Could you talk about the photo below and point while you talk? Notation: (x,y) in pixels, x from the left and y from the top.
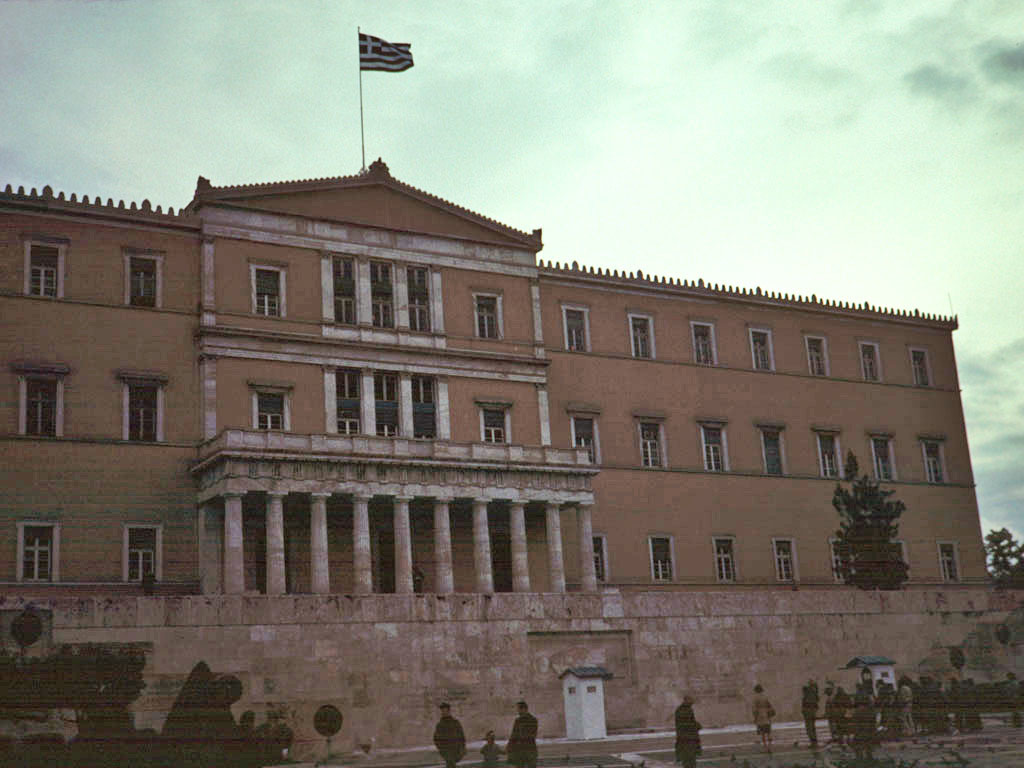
This picture shows a building (141,504) and a flagpole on the building (466,340) and we see few people (851,702) standing and we see couple of trees (888,566) and a cloudy sky (796,40).
